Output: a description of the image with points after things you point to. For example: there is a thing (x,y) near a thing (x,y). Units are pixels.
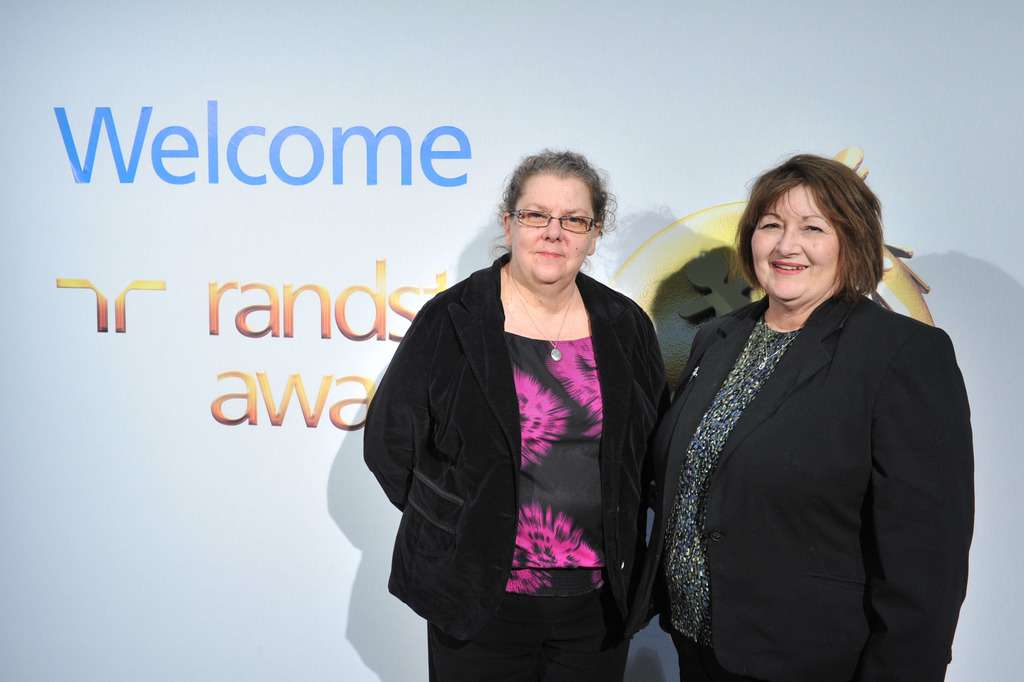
In this image two women (590,530) are wearing black colour jackets (627,544). This woman (540,225) is wearing spectacles (588,225). Behind them there is a banner (222,356) having some text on it.
